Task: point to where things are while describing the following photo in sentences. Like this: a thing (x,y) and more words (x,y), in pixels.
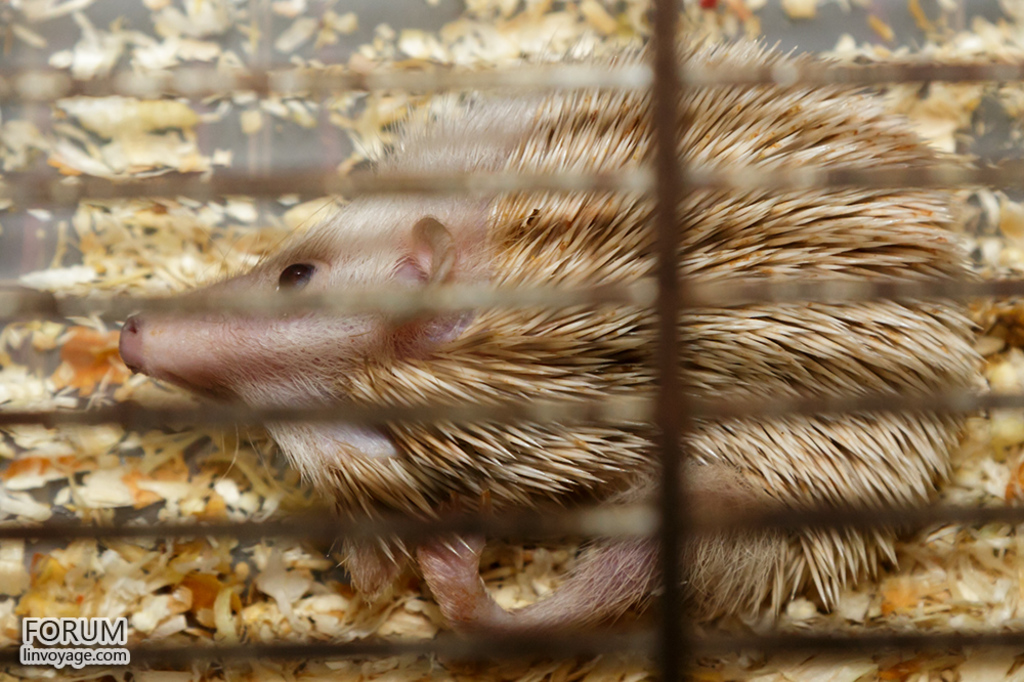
In this image we can see a spiny animal (621,256), there are wood shavings (979,588), and the grille (507,80).
